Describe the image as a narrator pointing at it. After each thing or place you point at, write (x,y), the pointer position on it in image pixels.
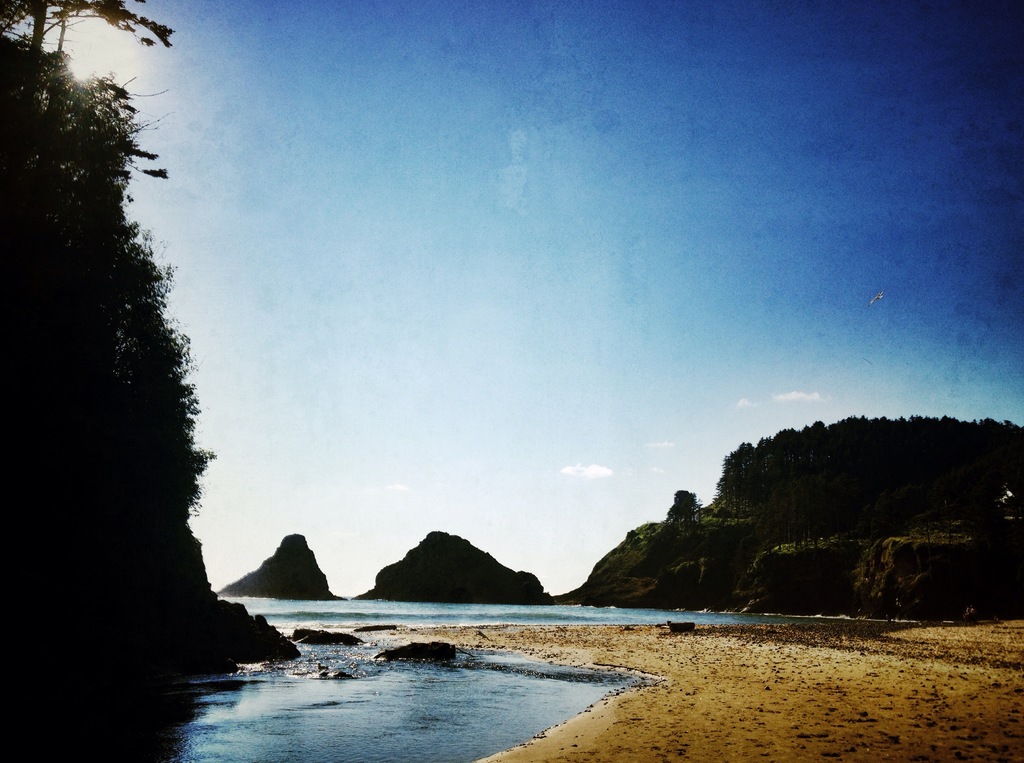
In this image there is a river (373,652). Right side (761,560) there are hills (611,551). Bottom of the image (664,703) there is a land (732,701). Left side (109,548) there is a hill (80,331) having trees (107,224). Top of the image (458,179) there is sky (176,25) having, sun (78,55) and clouds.
